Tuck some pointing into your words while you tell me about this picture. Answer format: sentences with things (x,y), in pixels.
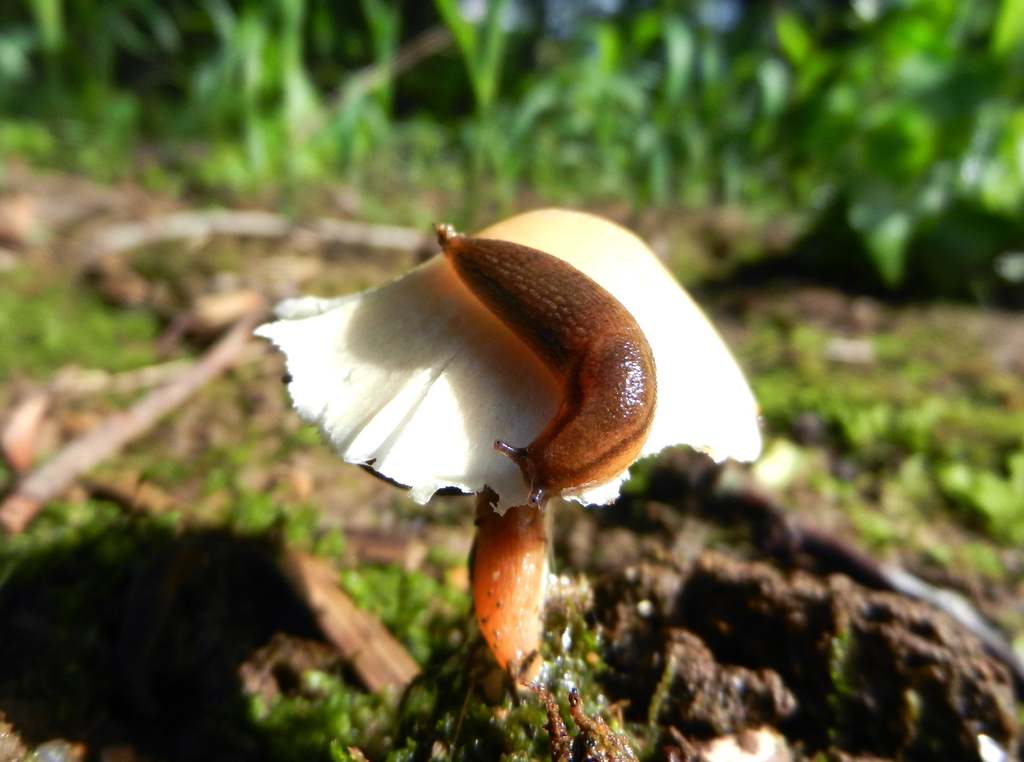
In this image a slug (506,452) is sitting on a mushroom (517,398). There are many plants (459,67) at the top most of the image (643,84).
